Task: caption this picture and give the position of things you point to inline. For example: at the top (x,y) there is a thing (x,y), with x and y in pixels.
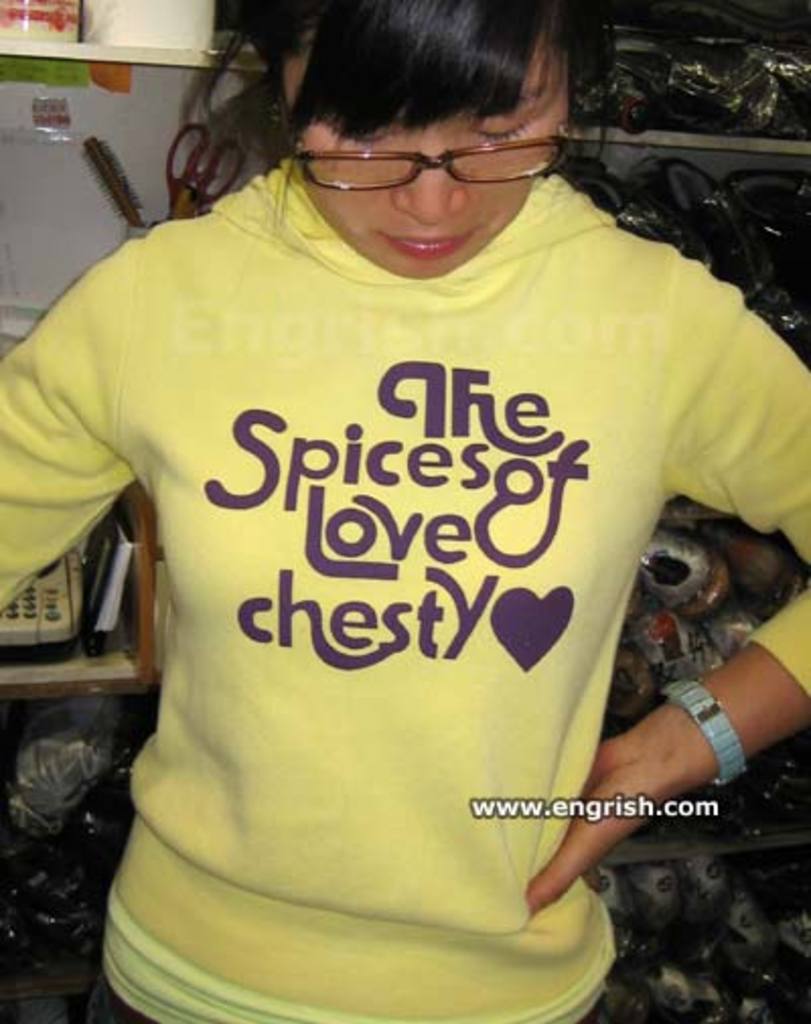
As we can see in the image in the front (425,815) there is a woman (491,414) wearing yellow color jacket (417,586) and in the background (744,145) there are shelves (785,308) and toy (678,655).
